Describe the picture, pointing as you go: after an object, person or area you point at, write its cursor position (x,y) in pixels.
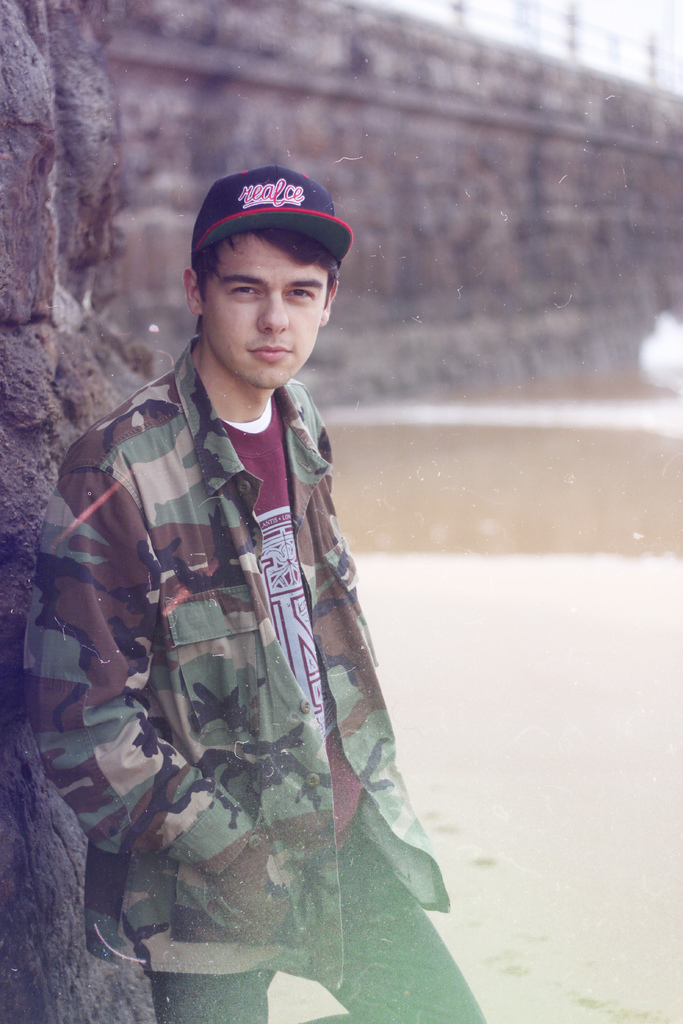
In this picture we can observe a man (202,801) standing. He is wearing maroon color T shirt (271,524) and a shirt (142,753). He is wearing a blue color cap (267,221) on his head (248,278). In the background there is a stone wall (287,151) which is in brown color. We can observe water (452,524) on the right side (460,505).
